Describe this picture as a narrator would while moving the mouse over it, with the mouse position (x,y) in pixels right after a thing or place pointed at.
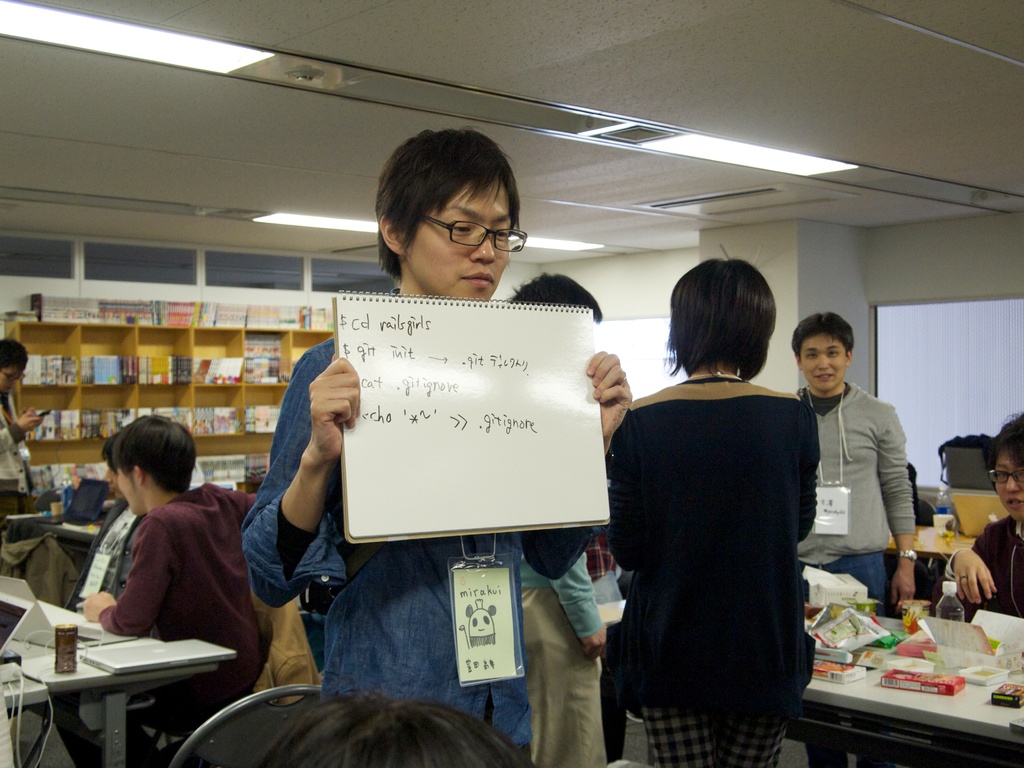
There are few people (698,503) standing and sitting on the chair (207,723). In the middle (481,276) a person (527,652) is holding a book (473,409) in his hands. On the table (917,696) we can see food items (928,686), water bottle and some boxes (913,678). In the background (135,331) there is a rack (193,375) with books (273,359), light (352,225) and screen (916,367) and window (643,358).
